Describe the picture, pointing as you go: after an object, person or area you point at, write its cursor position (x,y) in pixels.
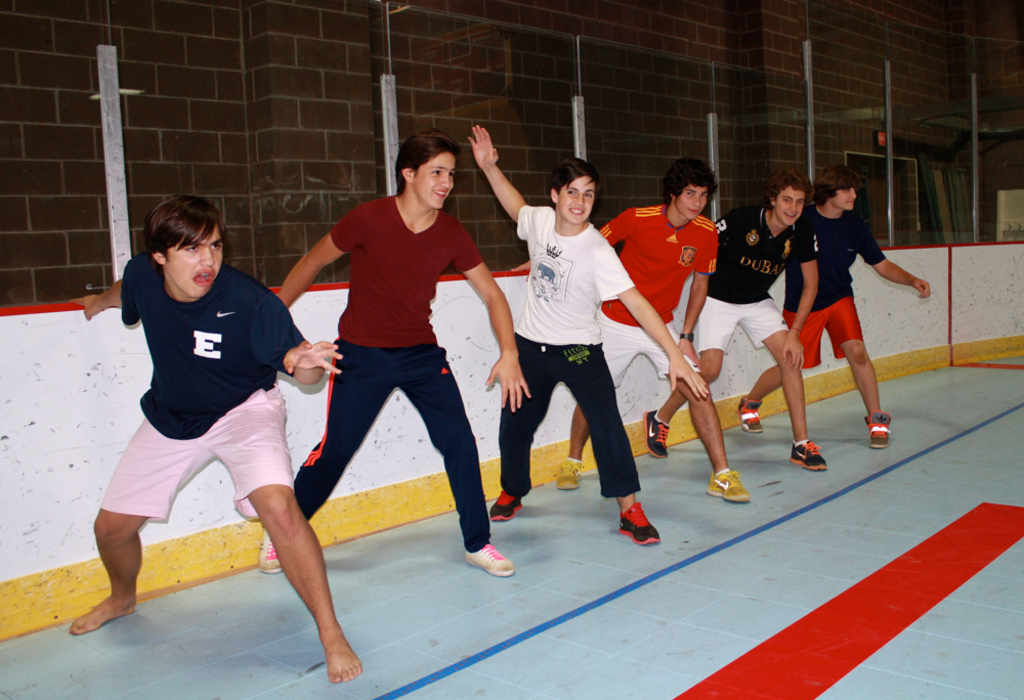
Here we can see a group of people (657,302). Floor (544,630) with tiles (654,609).
